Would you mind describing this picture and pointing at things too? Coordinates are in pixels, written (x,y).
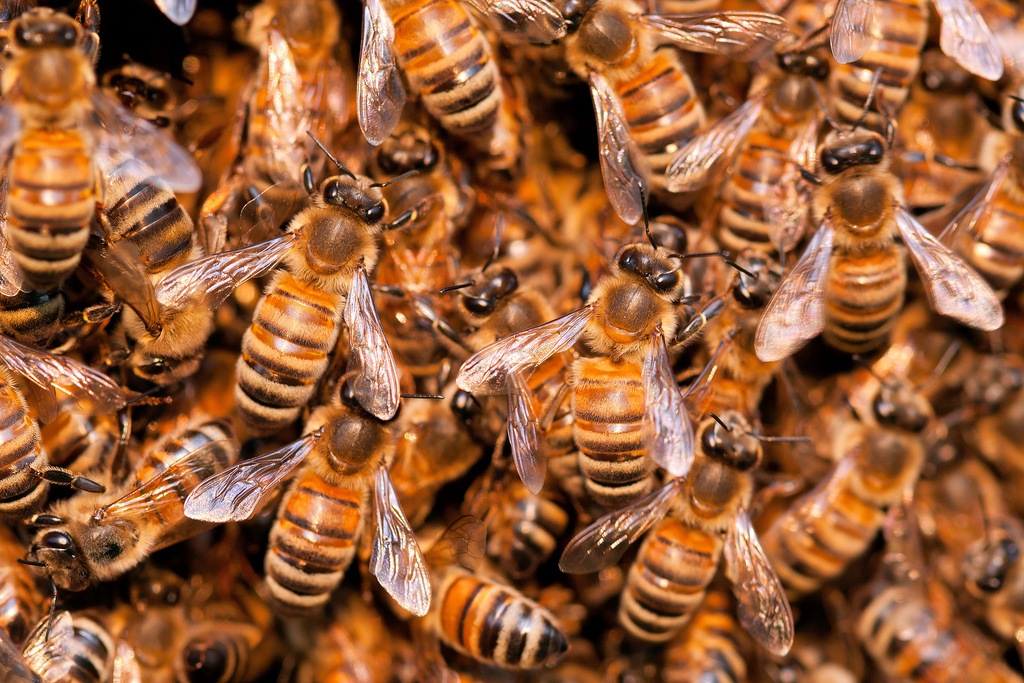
In this image I can see a colonies (429,261) of honey bees (463,221). This image is taken may be during a day.
